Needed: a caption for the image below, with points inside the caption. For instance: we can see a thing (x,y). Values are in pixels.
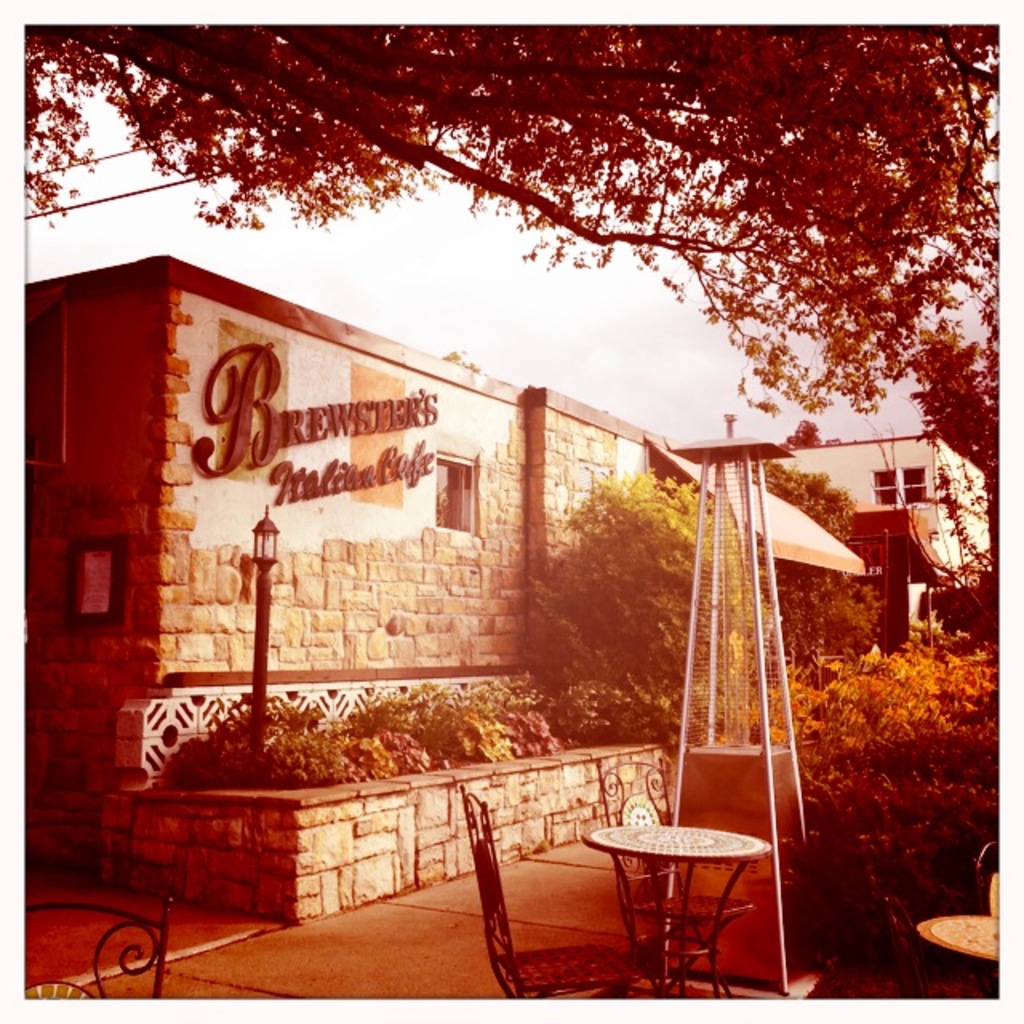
In this picture there are buildings (564,501) and trees (659,484) and there is text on the wall (248,478). In the foreground (996,741) there are tables (705,953) and chairs (548,975) and there is an object (765,951) and there are plants (872,943) and there is a street light (264,684). At the top (442,314) there is sky (497,314). At the bottom (367,961) there is a pavement (570,864).
